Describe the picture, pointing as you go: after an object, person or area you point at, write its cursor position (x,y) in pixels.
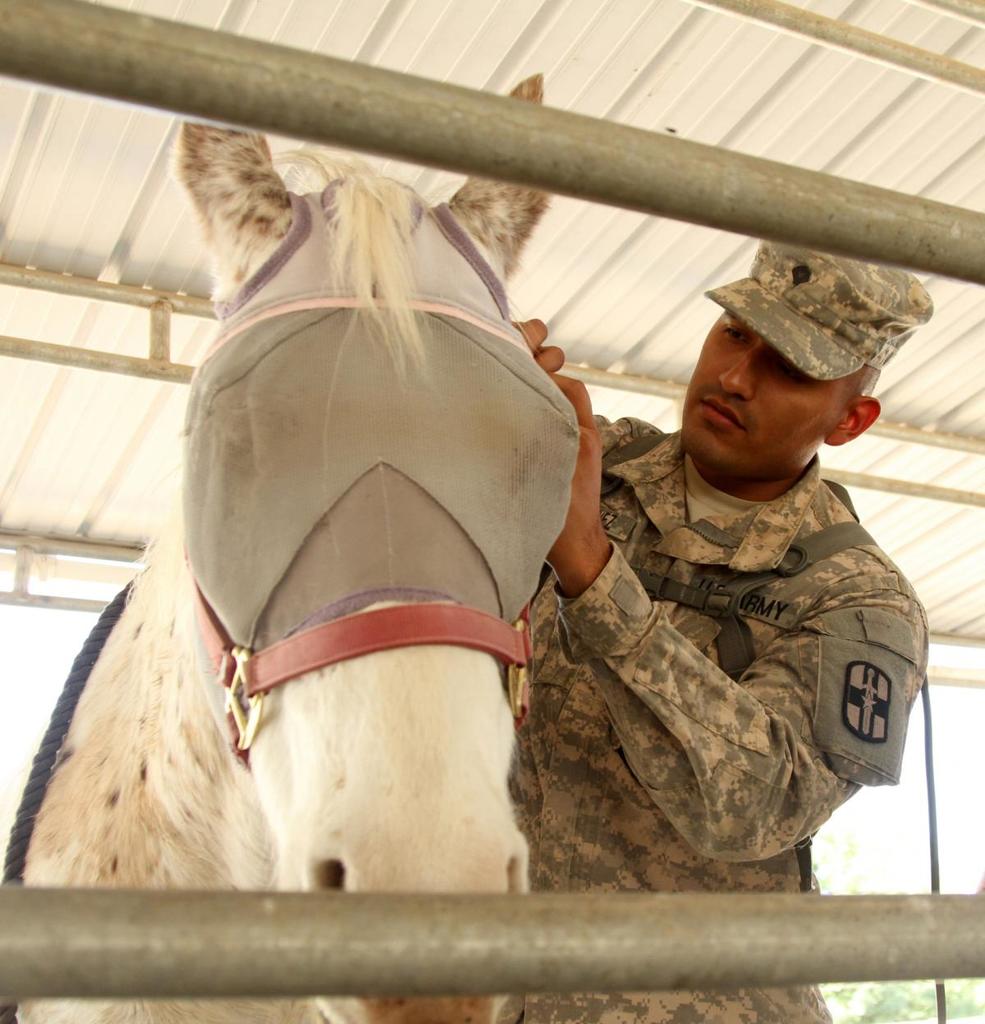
This picture is mainly highlighted with a white colour horse (293,426) and a man (641,483) is standing beside to the horse (191,669) and he laid his hands (570,391) on it. At the top (775,111) we can see a roof shed (52,379).
